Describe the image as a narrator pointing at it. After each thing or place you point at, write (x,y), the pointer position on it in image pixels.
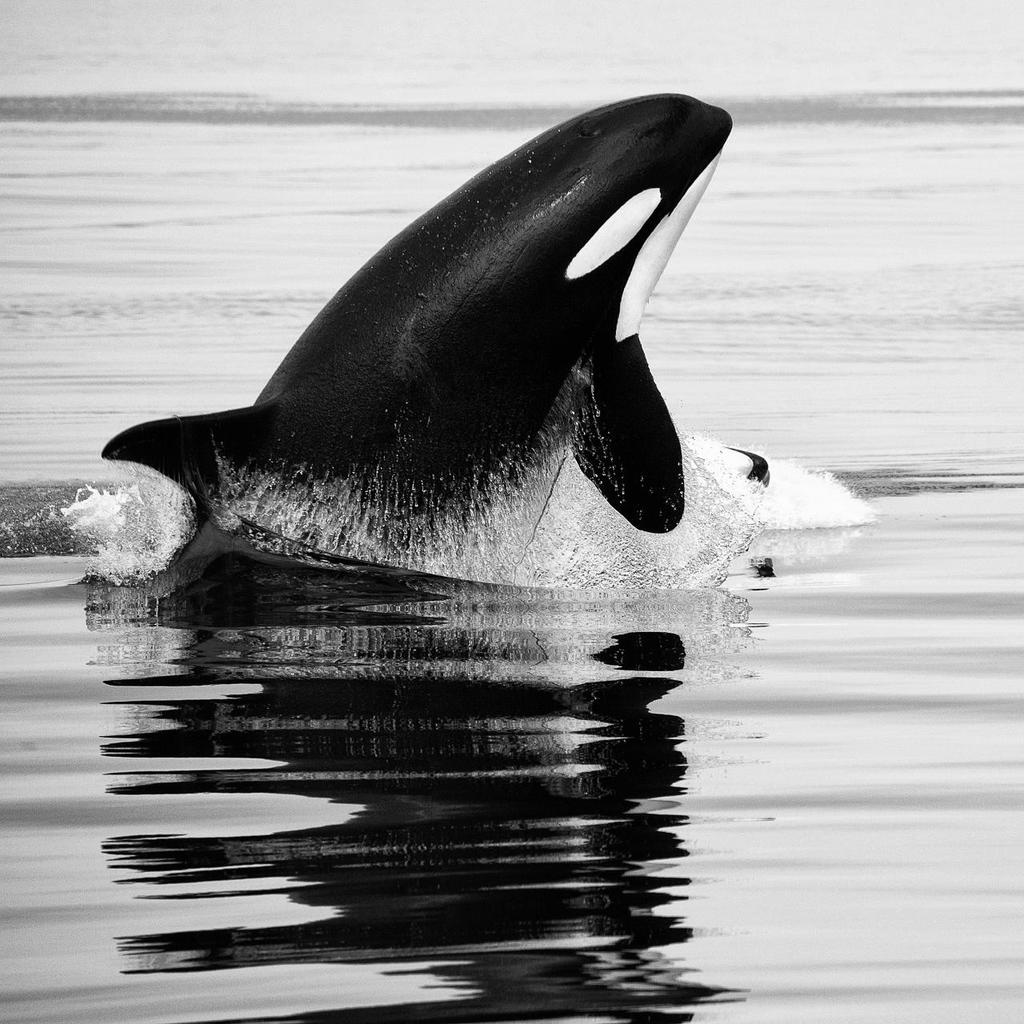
In this image I can see an aquatic animal (493,458) in the water (233,485). I can see this is a black and white image.
